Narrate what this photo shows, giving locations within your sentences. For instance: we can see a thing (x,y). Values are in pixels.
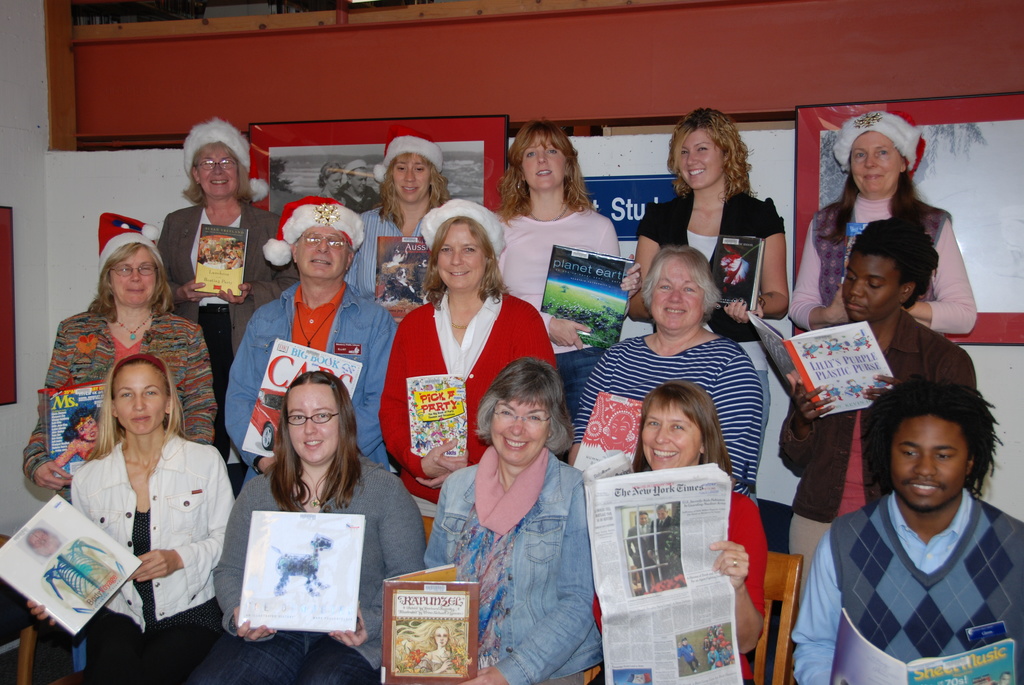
In this image there are group of persons (578,485) holding objects (662,544), there are persons (579,586) sitting on the chair (787,677), there is a person (962,480) truncated towards the right of the image (914,479), at the background of the image (126,188) there is a wall (573,83), there are photo frames (340,137) on the wall (622,150), there is a board (623,209) on the wall (608,140), there is text (624,204) on the board (620,198), there is a photo frame (976,181) truncated towards the right of the image (997,193), there is an object (13,304) truncated towards the left of the image (8,264).
